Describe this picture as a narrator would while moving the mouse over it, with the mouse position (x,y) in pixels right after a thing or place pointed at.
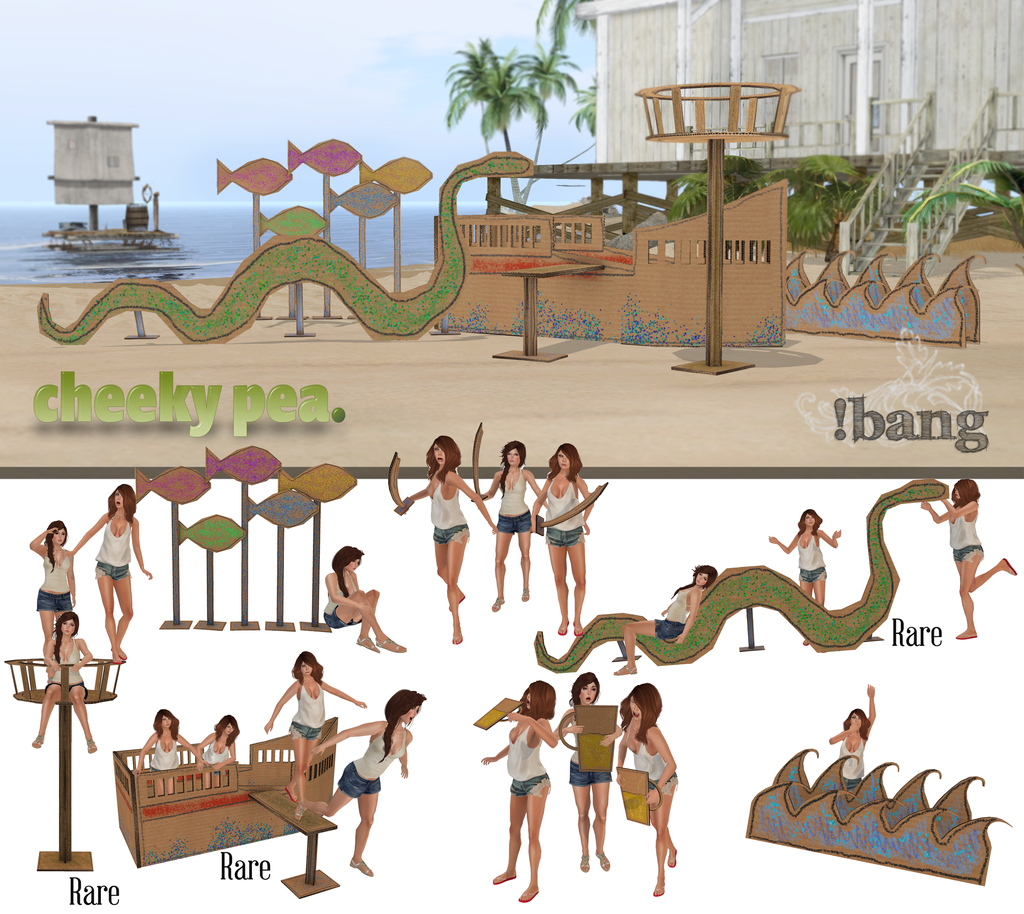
This is an animated picture. I can see group of people (520,499) standing and holding some objects (481,429), there are toy snakes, fishes (368,190), there is a building (970,27), there are trees (979,196), there is water (237,224), and in the background (430,125) there is sky (430,125).
